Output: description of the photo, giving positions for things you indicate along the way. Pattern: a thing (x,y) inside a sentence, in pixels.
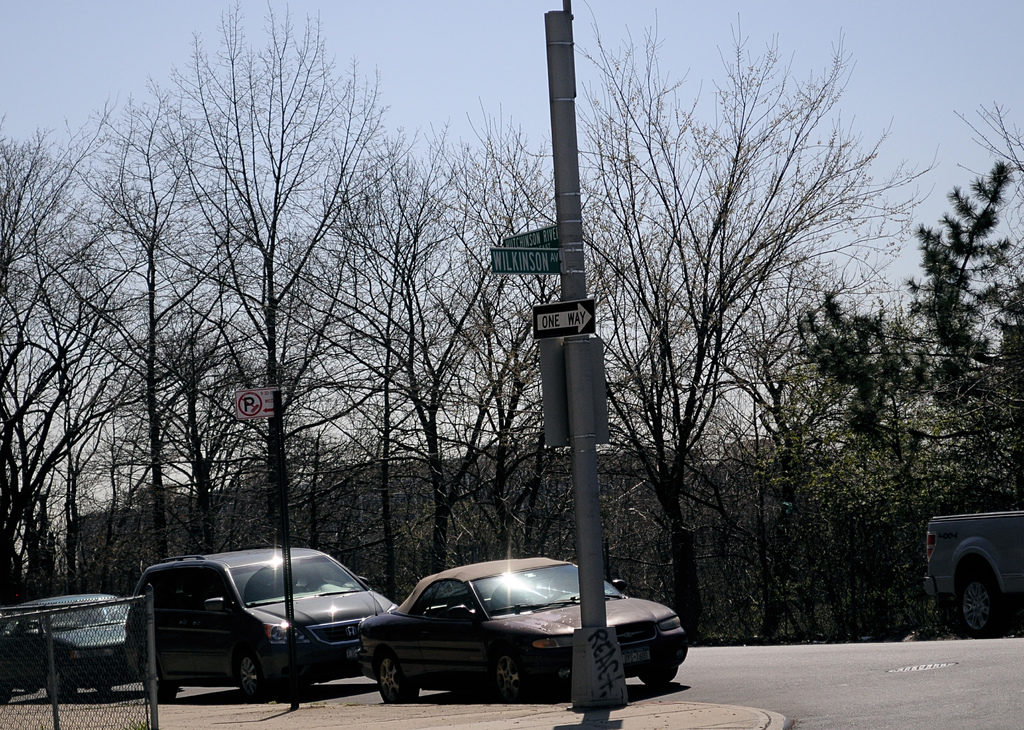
In the center of the image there are cars (304,643) on the road (843,659). On the left side of the image (106,720) there is a metal fence (136,670). There are sign boards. In the background of the image (449,389) there are trees (353,85) and sky (505,56).
